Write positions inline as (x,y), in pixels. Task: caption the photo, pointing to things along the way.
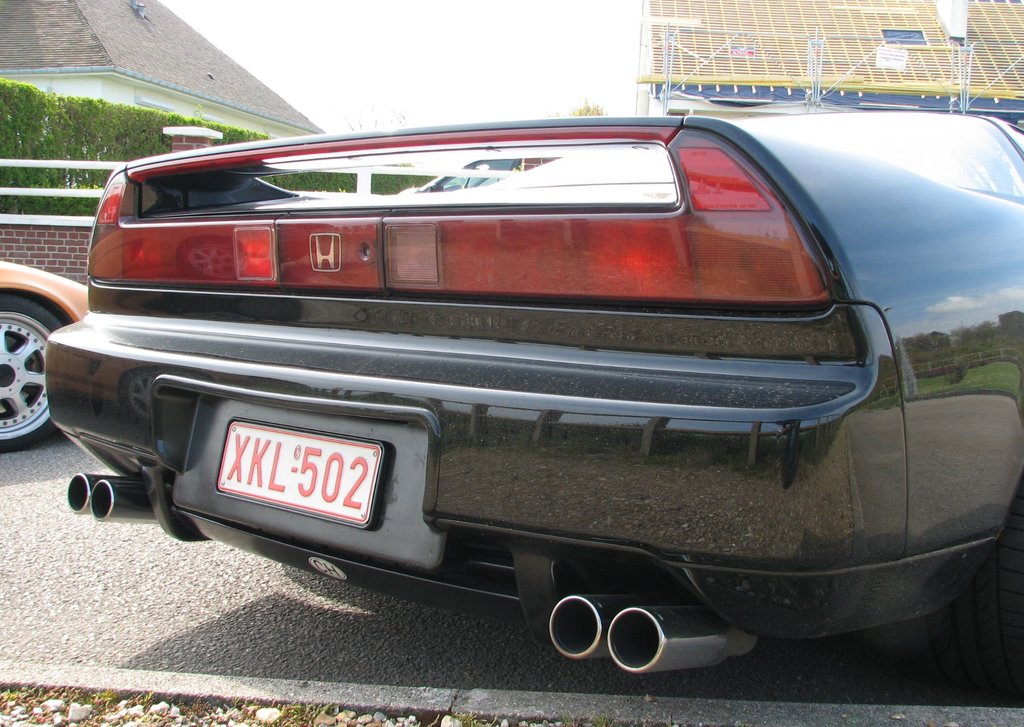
In the center of the image (645,418) there are cars (436,573) on the road (124,641). In the background of the image (15,108) there are buildings (153,20) and plants (48,140). At the bottom of the image (191,622) there is road (250,646).
